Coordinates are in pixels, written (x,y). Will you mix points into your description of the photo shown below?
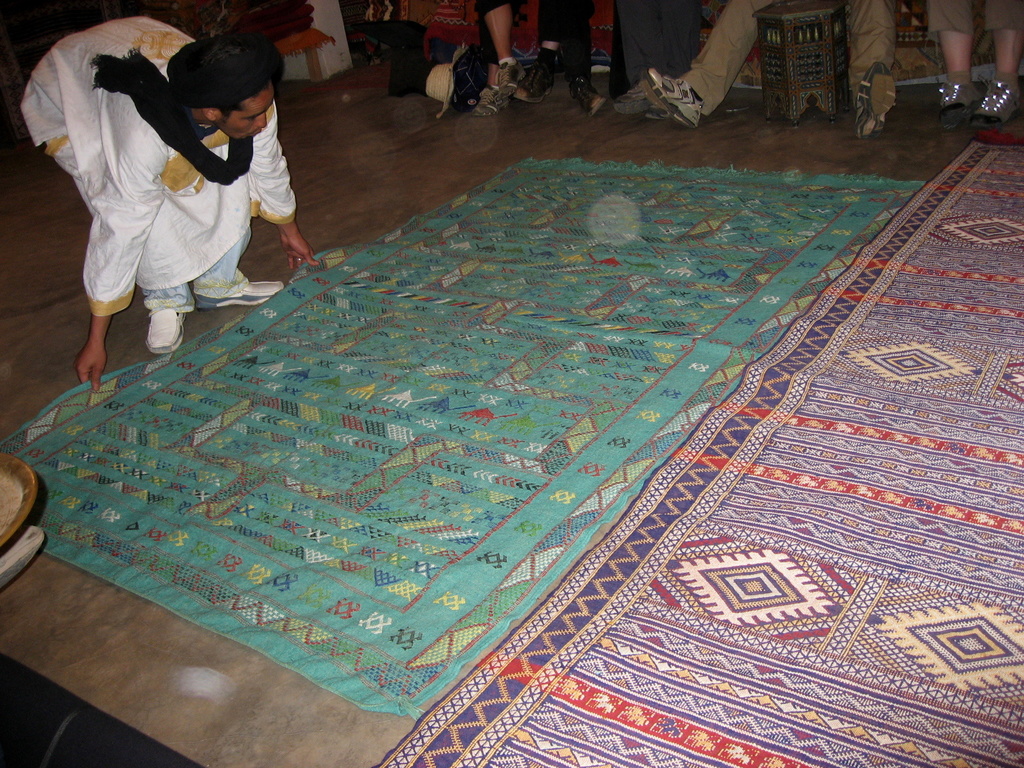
In this picture we can observe some blankets (463,443) spread on the floor (404,210). On the left side (214,149) there is a person (144,162) wearing white color dress (126,150). We can observe some people (701,63) sitting in the background (953,89). There is a green color blanket (309,458) on the floor (367,215).
